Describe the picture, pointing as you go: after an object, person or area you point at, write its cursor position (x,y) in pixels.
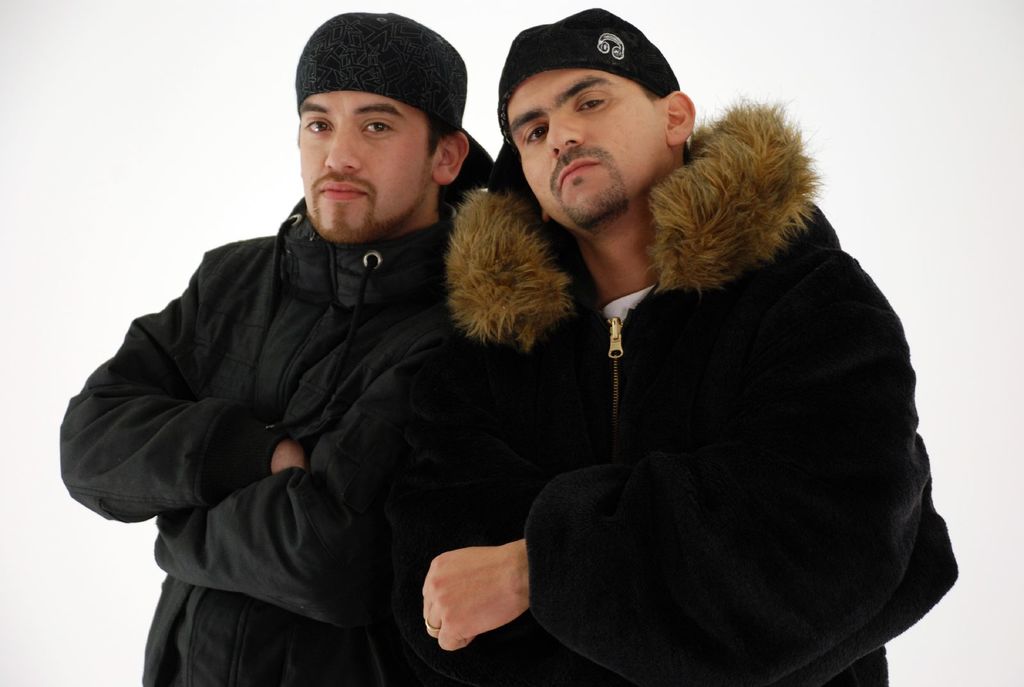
In the center of the image (524,405) we can see two persons (568,382) are standing and they are wearing caps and jackets (625,408). And we can see the white color background (896,215).
